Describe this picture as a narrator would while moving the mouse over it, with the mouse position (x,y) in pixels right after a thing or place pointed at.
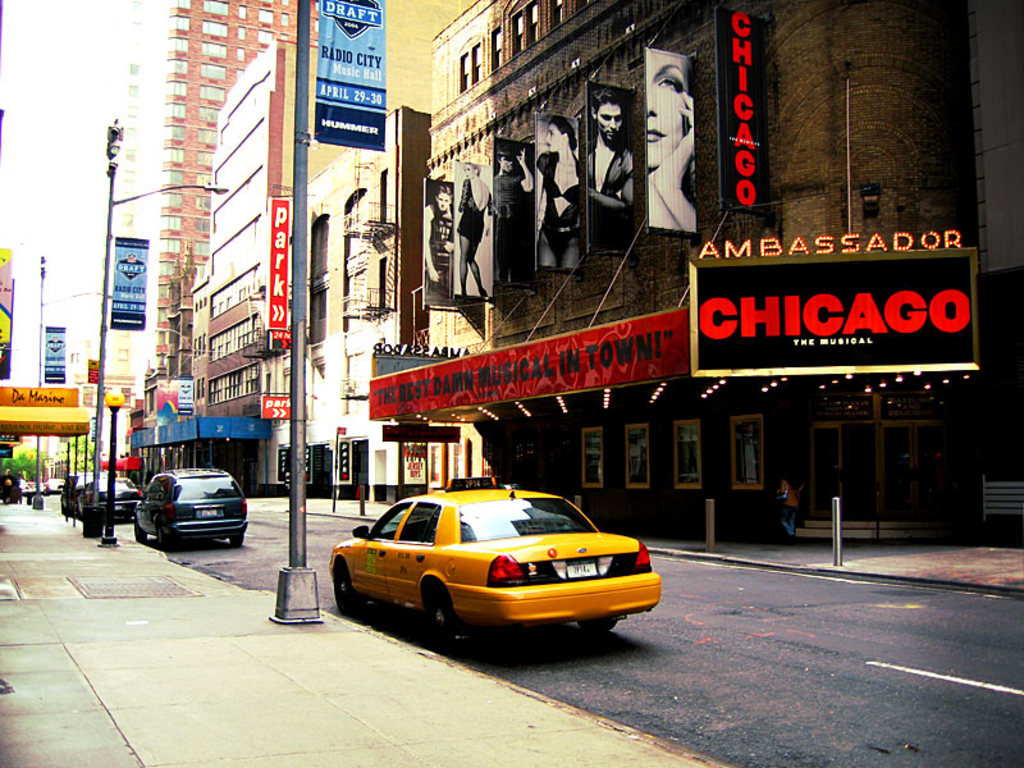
There is a footpath (272,636), on which, there are poles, near a road (699,722), on which, there are vehicles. In the background (892,466), there are buildings (312,78), there are hoardings (112,300), there are trees (30,458) and there is sky (27,50).
